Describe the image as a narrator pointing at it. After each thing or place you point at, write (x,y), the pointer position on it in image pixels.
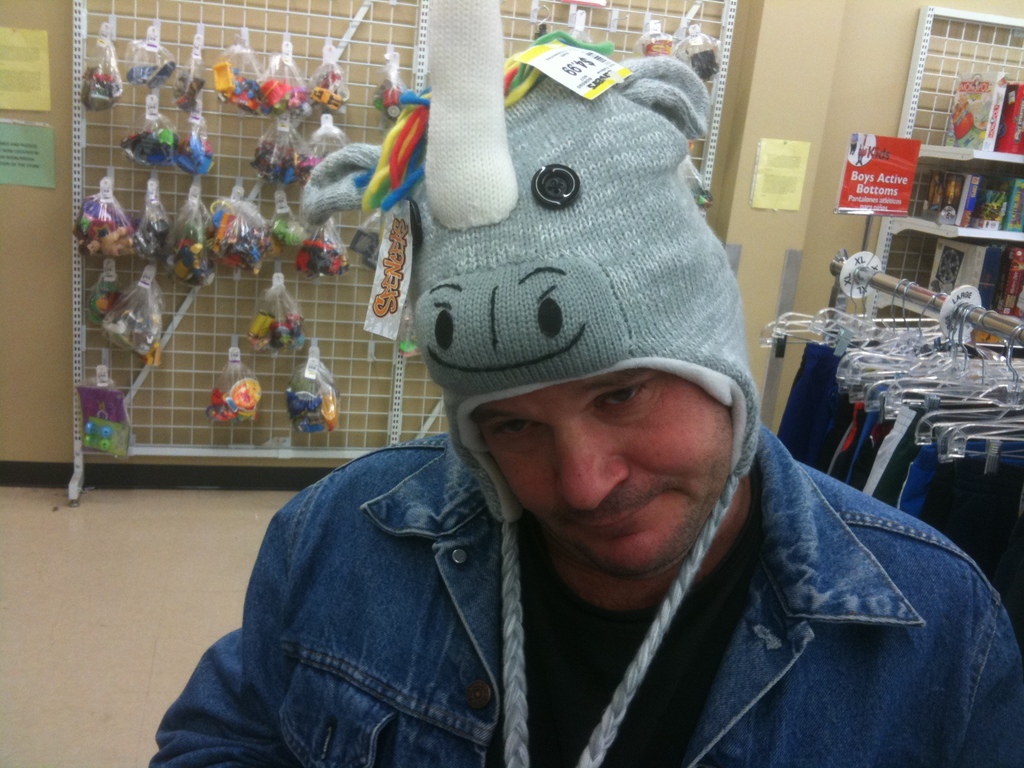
In this image we can see a man (582,662) wearing a cap (685,368). In the background (665,23) there is a board (282,370) and we can see things (204,214) placed on the board (91,168). On the right (1003,447) there are clothes (915,445) placed on the hanger (956,363). There is a shelf (998,226) and there are books (1001,206) placed in the shelf (991,239).
